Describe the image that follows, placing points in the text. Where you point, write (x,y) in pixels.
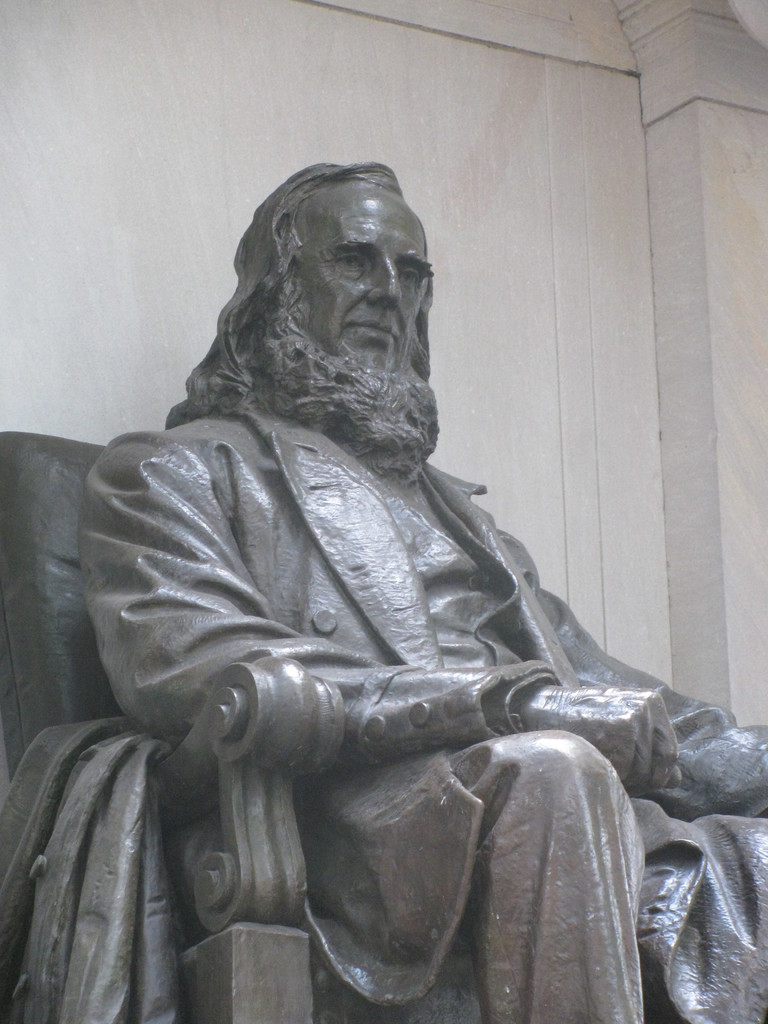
In this picture we can see a statue (209,752) and a wall (557,389).
